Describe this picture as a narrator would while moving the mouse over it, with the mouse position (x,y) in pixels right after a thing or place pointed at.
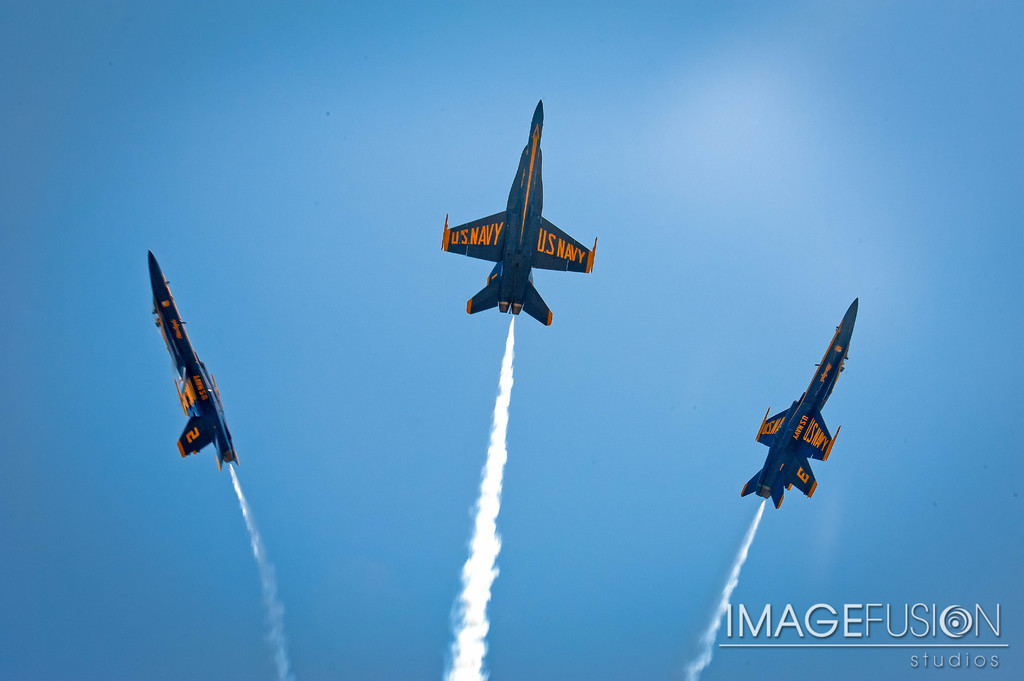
In this image, we can see three jets (203,402) on the blue background. There is a watermark (887,642) in the bottom right of the image (930,646).
